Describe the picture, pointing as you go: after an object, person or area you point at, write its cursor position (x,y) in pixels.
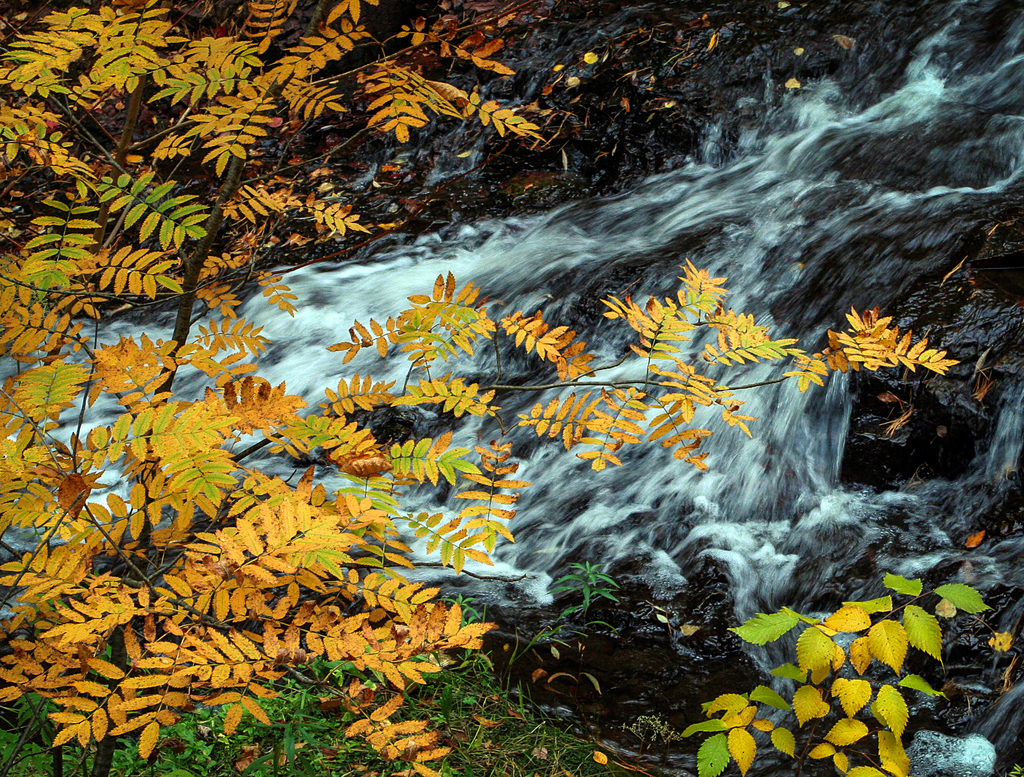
In this image I can see the trees (156,525). To the side I can see the water (810,107) flowing from the rock (1021,344).
